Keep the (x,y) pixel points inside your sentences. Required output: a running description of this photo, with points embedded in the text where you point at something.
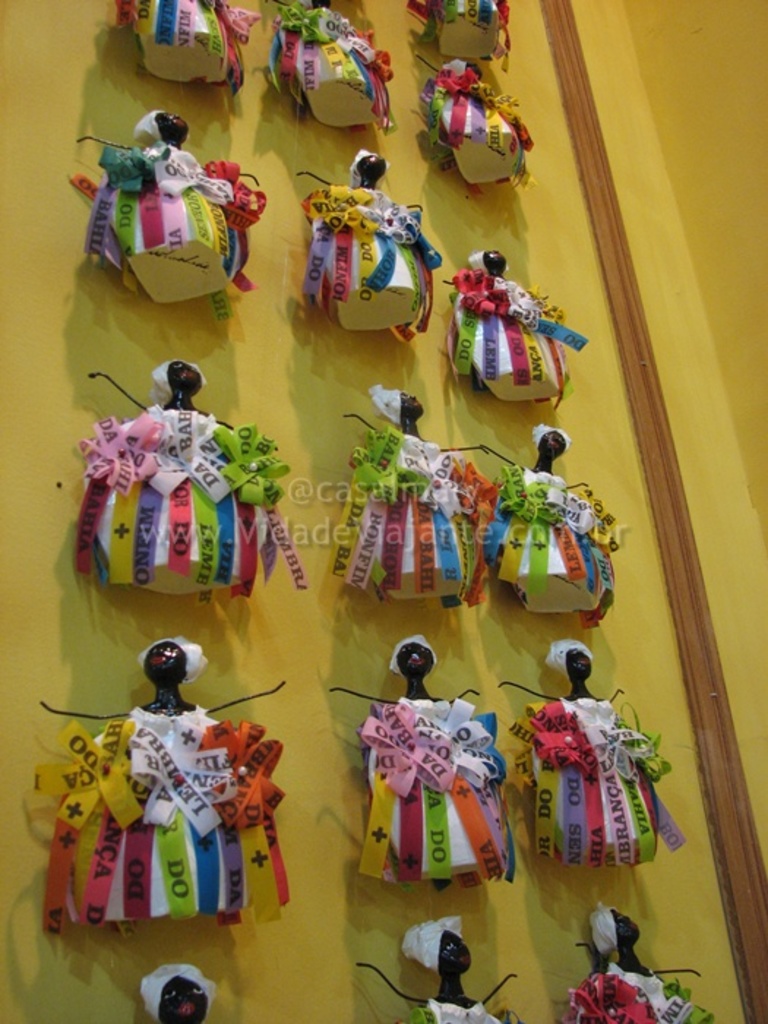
In this image we can see some toy shapes (345,62) which are attached to the wall (530,437), which is of yellow color.
